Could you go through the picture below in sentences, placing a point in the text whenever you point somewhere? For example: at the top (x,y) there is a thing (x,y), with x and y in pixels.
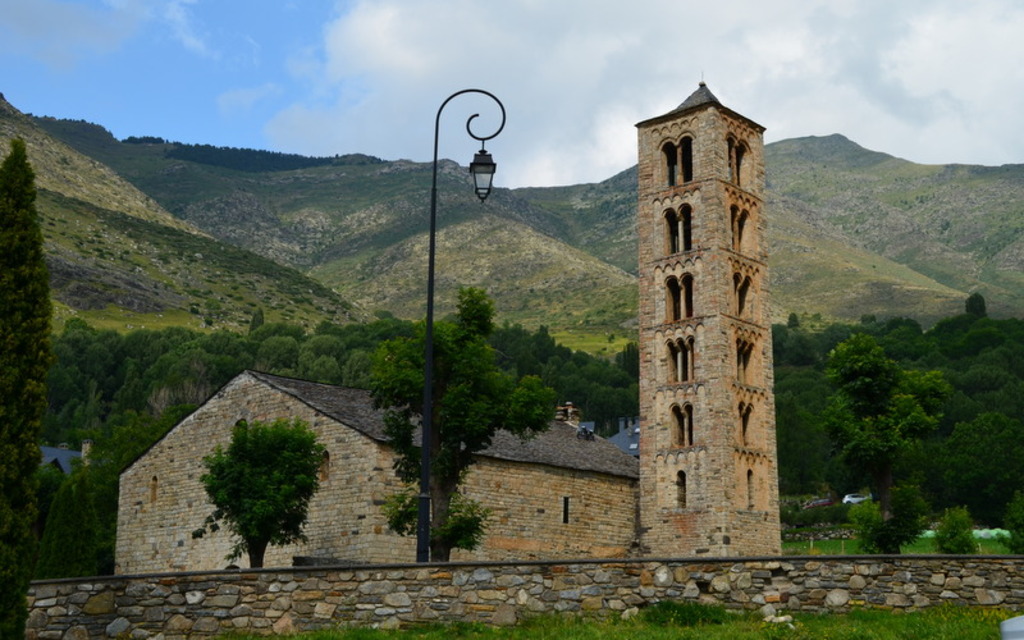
In the foreground of the image (431,218) we can see a light pole (419,532), building (342,486) with windows (688,144) and a tower (697,370). In the background (91,449), we can see group of buildings (620,447), vehicle (850,498) parked on ground (850,546), group of trees (906,438), mountains (458,238) and the sky (443,72).
